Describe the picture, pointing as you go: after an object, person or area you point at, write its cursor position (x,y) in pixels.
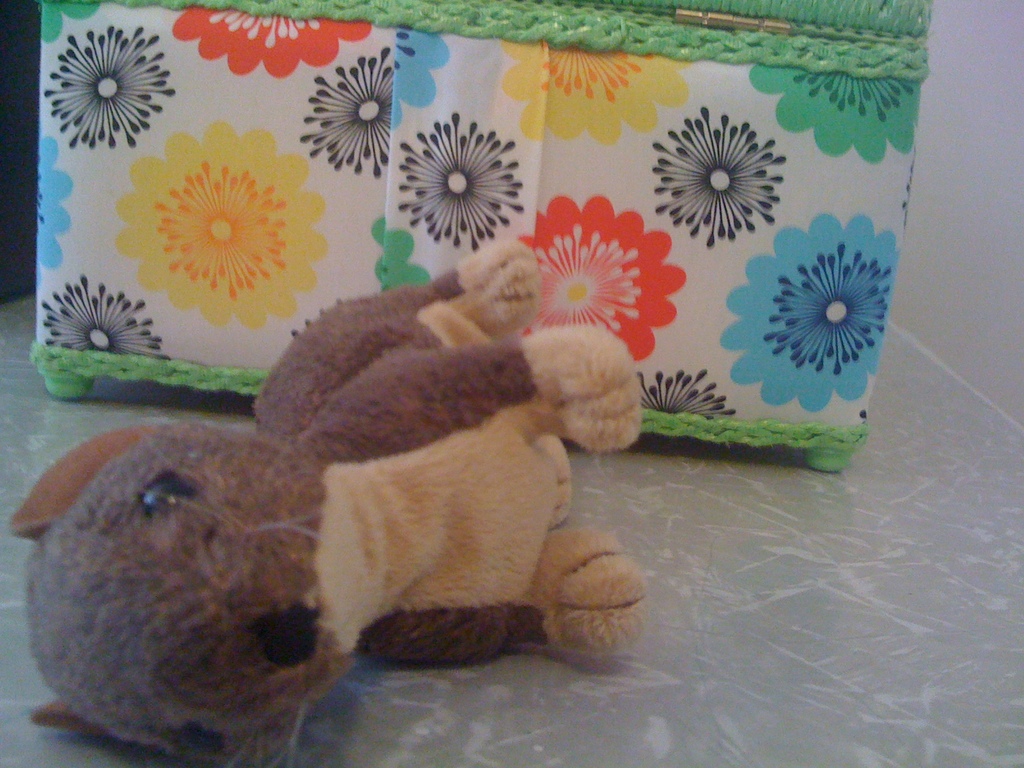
In this picture there is a doll (418,552) on the floor (627,734). Beside that we can see a box (614,163) which is near to the wall (1000,94).
